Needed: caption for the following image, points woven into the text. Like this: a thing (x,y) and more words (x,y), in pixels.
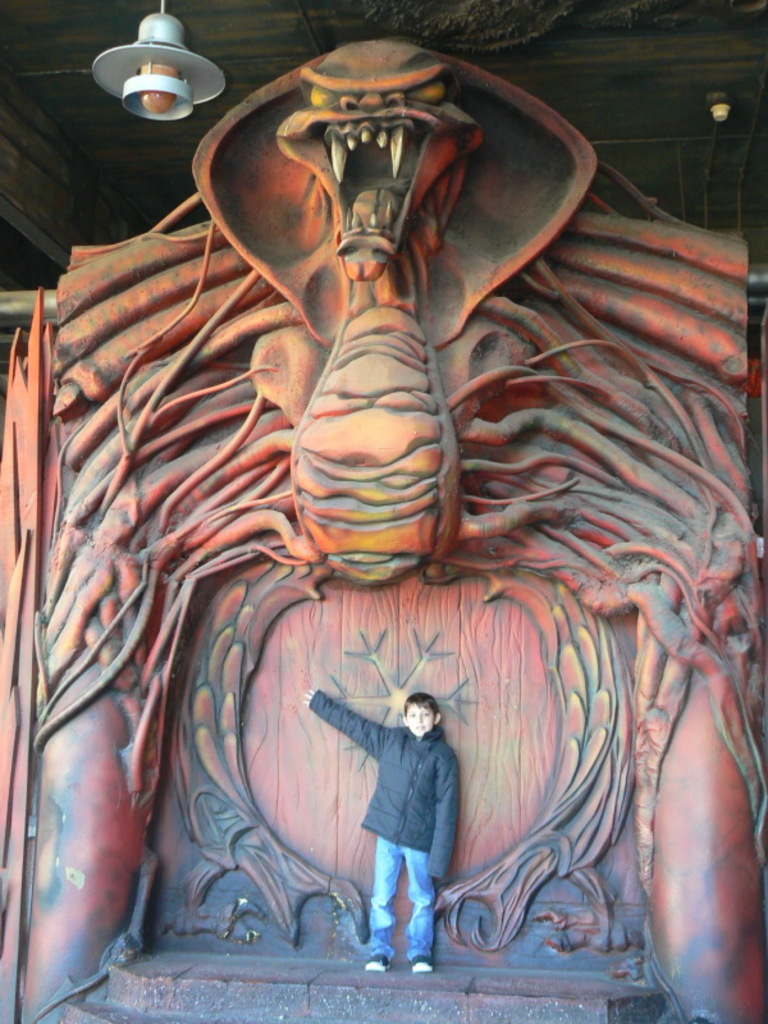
In this image we can see a child (373,962) standing on the floor (298,985) and a sculpture (465,413) is present in the back side of him. In the background (251,69) we can see an electric light (176,66) hanging from the roof (104,94).
